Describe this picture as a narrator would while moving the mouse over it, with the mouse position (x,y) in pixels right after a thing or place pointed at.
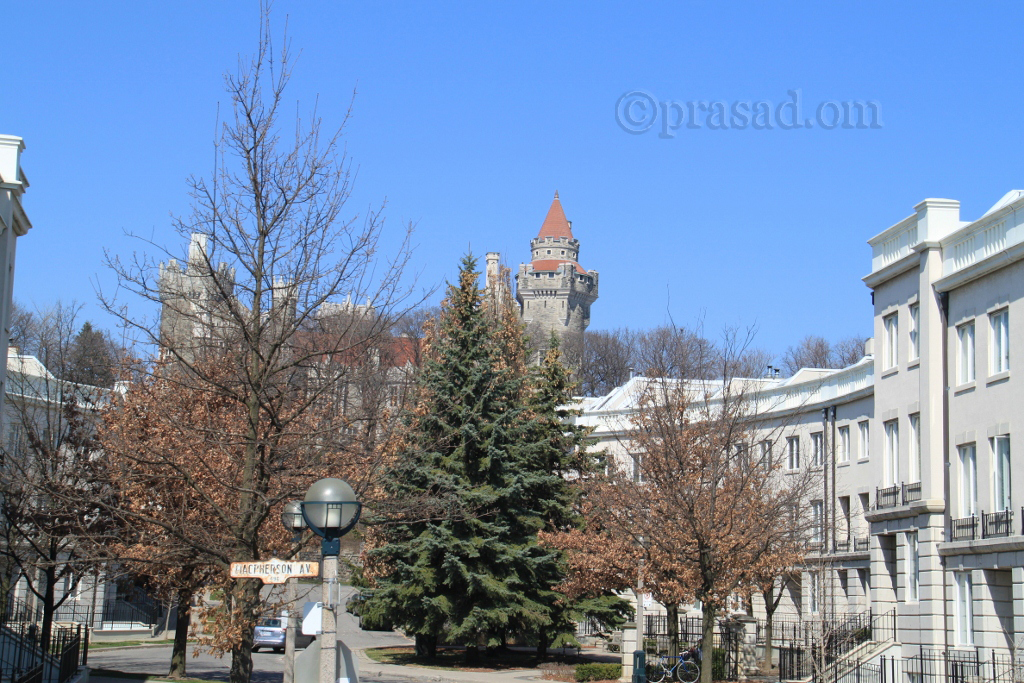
In this image we can see a few buildings (198,342), there are some poles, lights (295,521), grille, trees (230,393), fence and board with some text (274,570), also we can see a vehicle (261,630) and a bicycle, in the background (285,184) we can see the sky (334,159).
